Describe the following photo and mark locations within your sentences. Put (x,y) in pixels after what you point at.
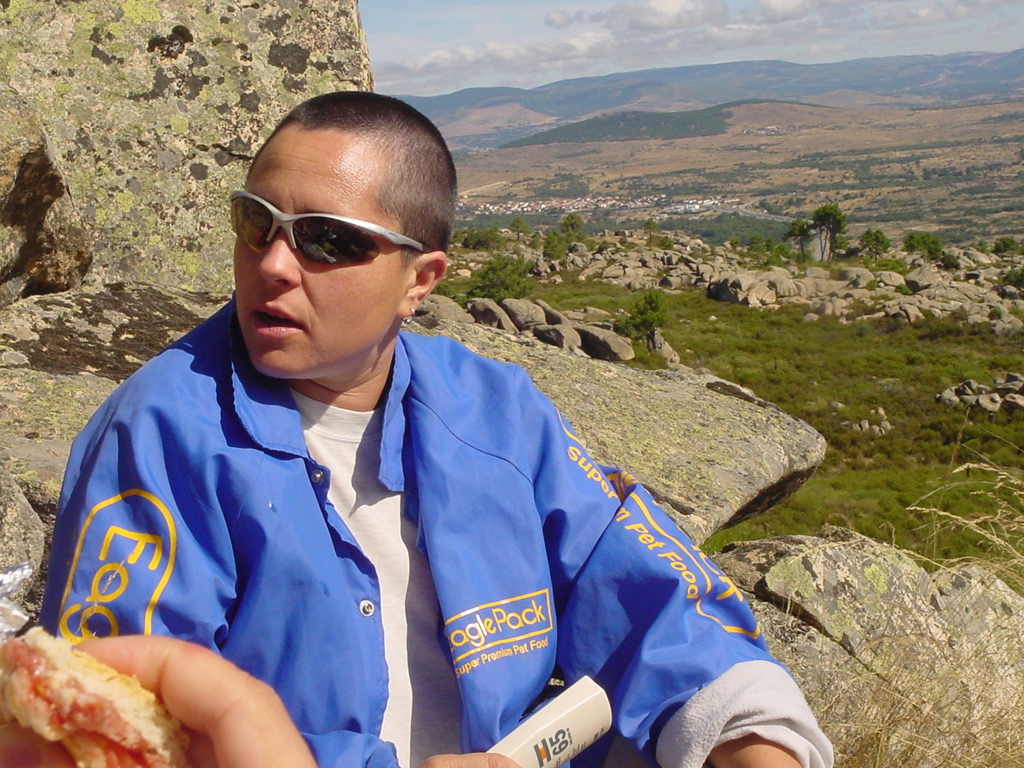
In this picture there is a man (248,520) wearing blue color shirt (284,489) and black sunglasses (312,258), sitting on the rock mountain (801,670) and giving a pose. Behind there is a rock mountains (149,132) and some trees (918,243).
